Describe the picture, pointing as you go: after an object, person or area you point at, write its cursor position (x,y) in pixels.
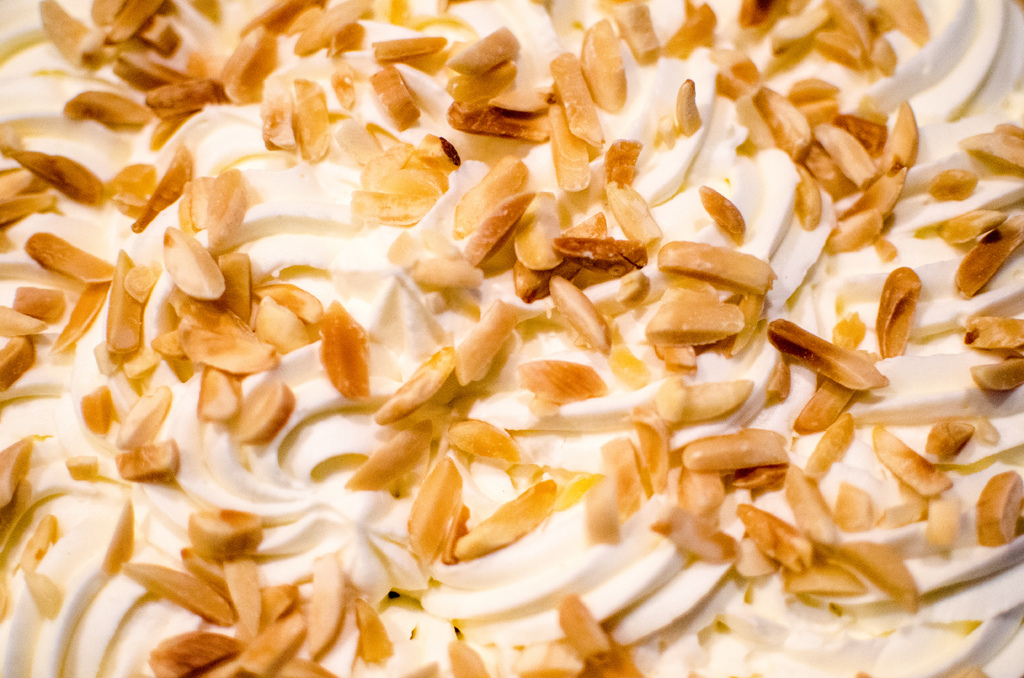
In the picture we can see dry fruits (116,536) in the cream (414,74).
